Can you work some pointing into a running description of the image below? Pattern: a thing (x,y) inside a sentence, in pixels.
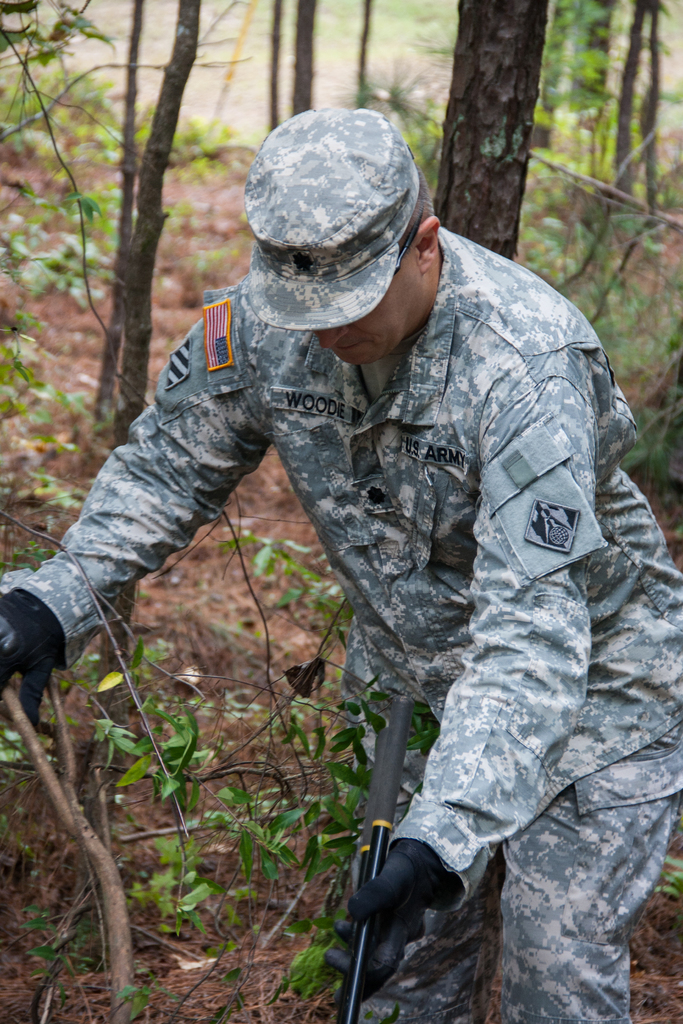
In this image we can see a person (462,335) wearing cap (295,148), army uniform (359,456) and gloves (374,883) is standing here and holding the sticks (357,950) in his hands (374,940). Here we can see the plants (46,949) and trees (641,112).
